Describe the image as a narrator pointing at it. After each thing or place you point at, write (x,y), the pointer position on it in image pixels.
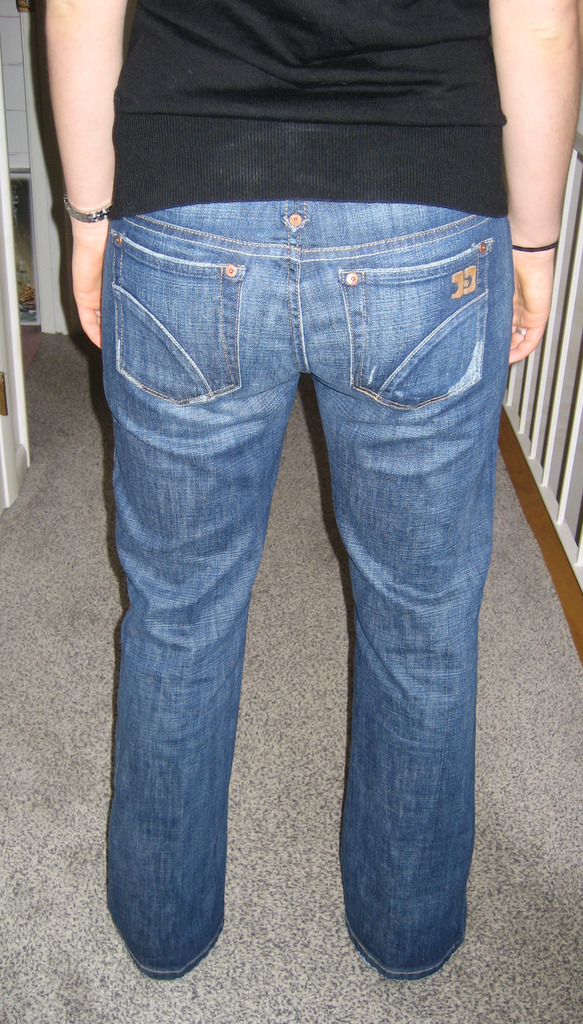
In this image I can see a person (203,446) standing on the floor (101,545) and in the background (572,253) there are some objects (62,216).
